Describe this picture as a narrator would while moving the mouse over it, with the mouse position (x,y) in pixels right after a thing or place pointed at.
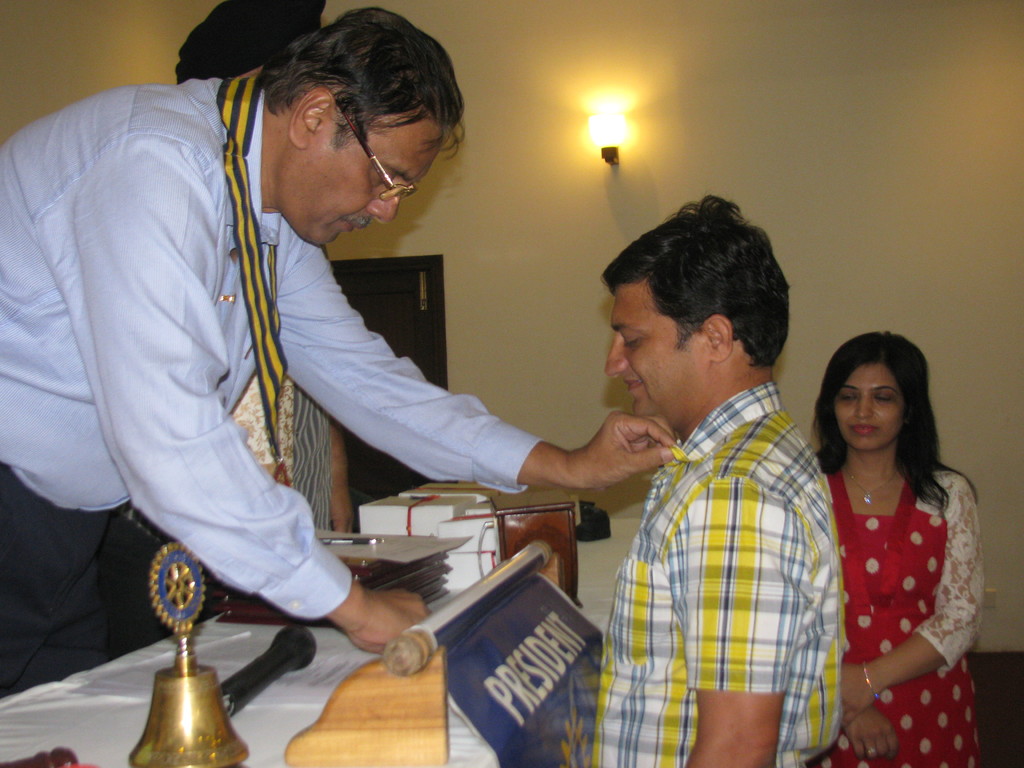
In this image, we can see a man (226,278) wearing medal (270,329) and holding some other person's shirt (677,469) and here, we can see a prize (183,702), papers (425,589), and a mic (297,666), a banner (465,658) which are placed on the table (276,730). In the background (908,419), we can see a lady (920,533), a door (438,339).
